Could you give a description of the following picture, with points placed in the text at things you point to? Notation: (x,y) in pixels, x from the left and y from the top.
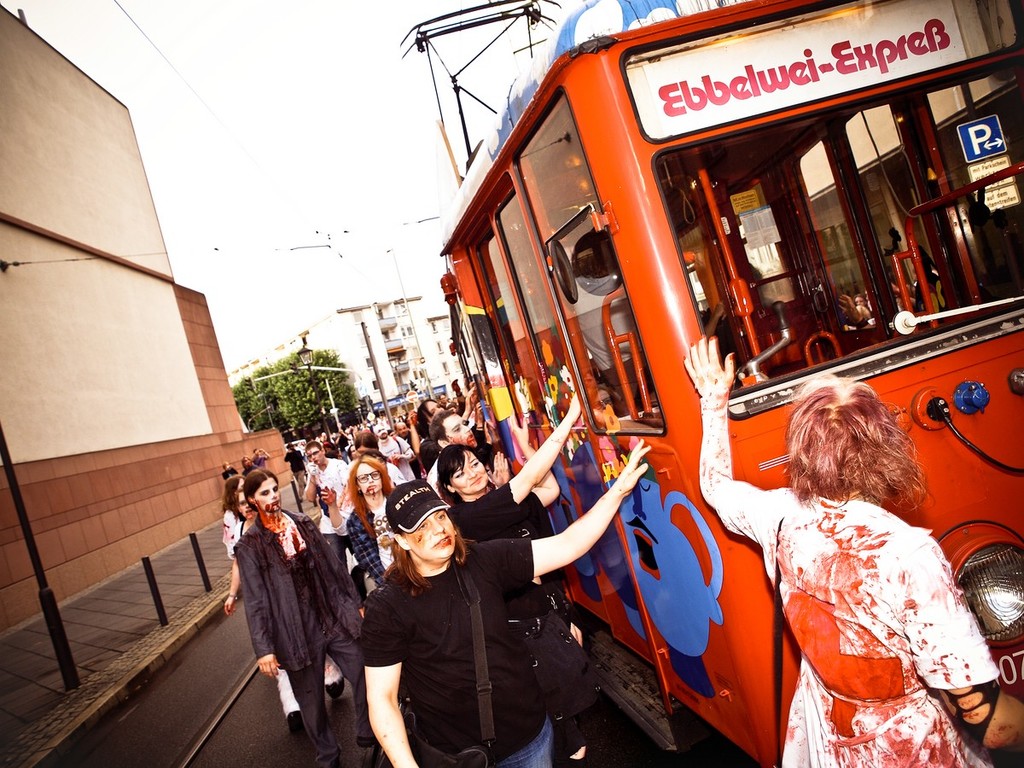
In this image, we can see a group of people (936,765). On the right side (685,408), we can see a vehicle (982,343). At the bottom (271,747), there is a road (284,737). Left side of the image (113,631), we can see walkway (147,606), rods (149,582) and wall (141,510). Background (369,385) we can see trees (316,410), buildings (361,374), poles (382,395) and street light (314,390).
